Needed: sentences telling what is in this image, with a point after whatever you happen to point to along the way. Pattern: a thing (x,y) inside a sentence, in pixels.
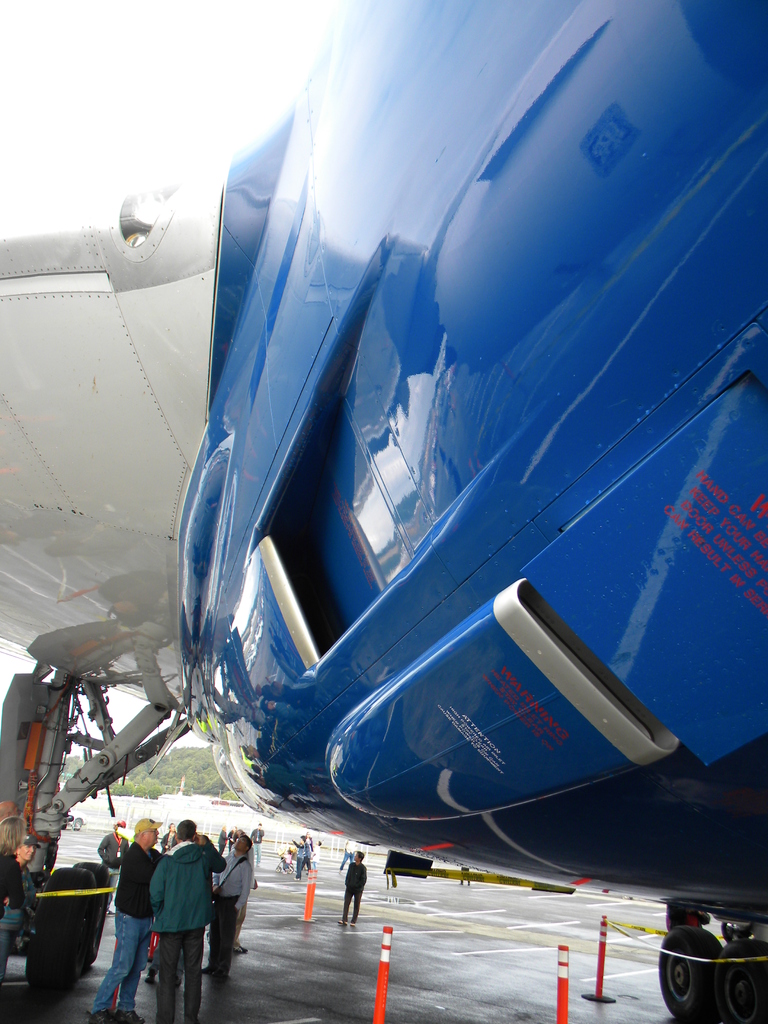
In the image in the center (398,407) we can see one airplane (94,595), which is in blue and white color. And we can see traffic poles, caution tapes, few people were standing and few other objects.
